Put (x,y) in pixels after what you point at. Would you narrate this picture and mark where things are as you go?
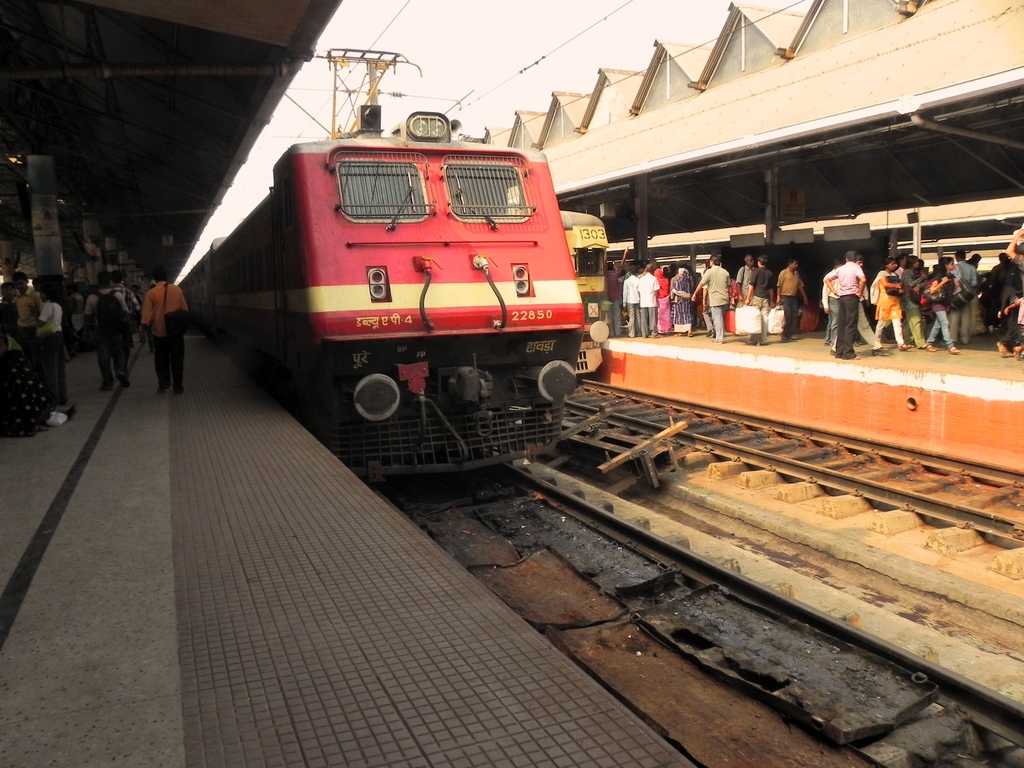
In the foreground of this image (429,318), there is a train (453,365) on the track (613,587). On either side, there are platforms (798,338) on which there are people (177,297) walking. At the top (183,61), there are sheds (757,89), cables (620,8) and the sky (405,20).
